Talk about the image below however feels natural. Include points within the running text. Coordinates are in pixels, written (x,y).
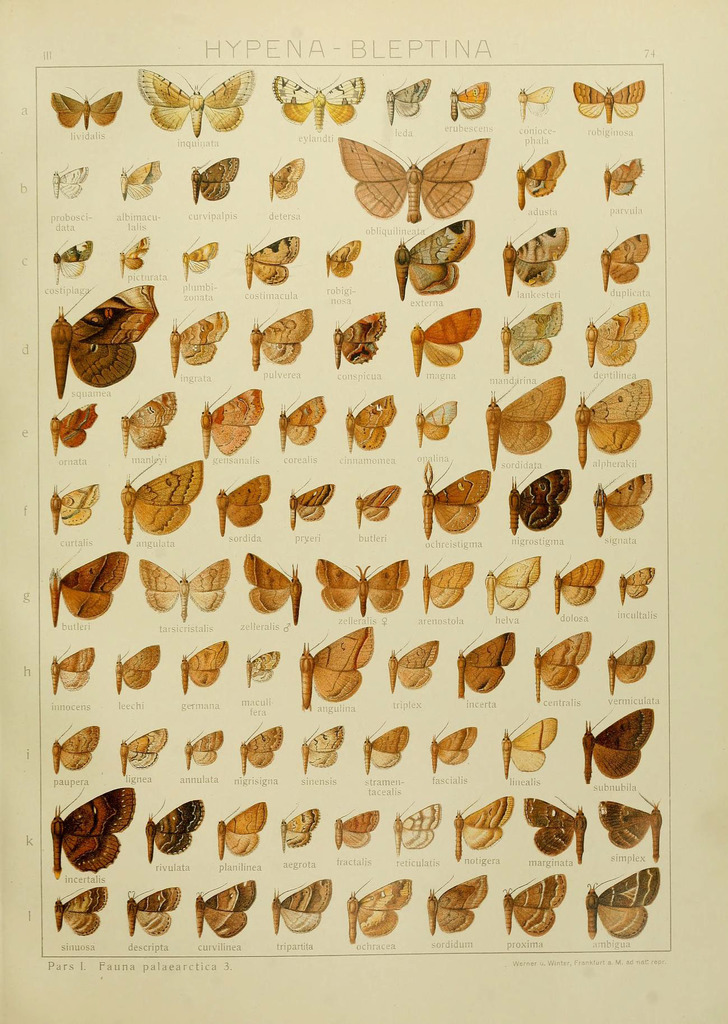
This is a paper (280,66) and here we can see butterflies (273,362) and some text (445,125).
